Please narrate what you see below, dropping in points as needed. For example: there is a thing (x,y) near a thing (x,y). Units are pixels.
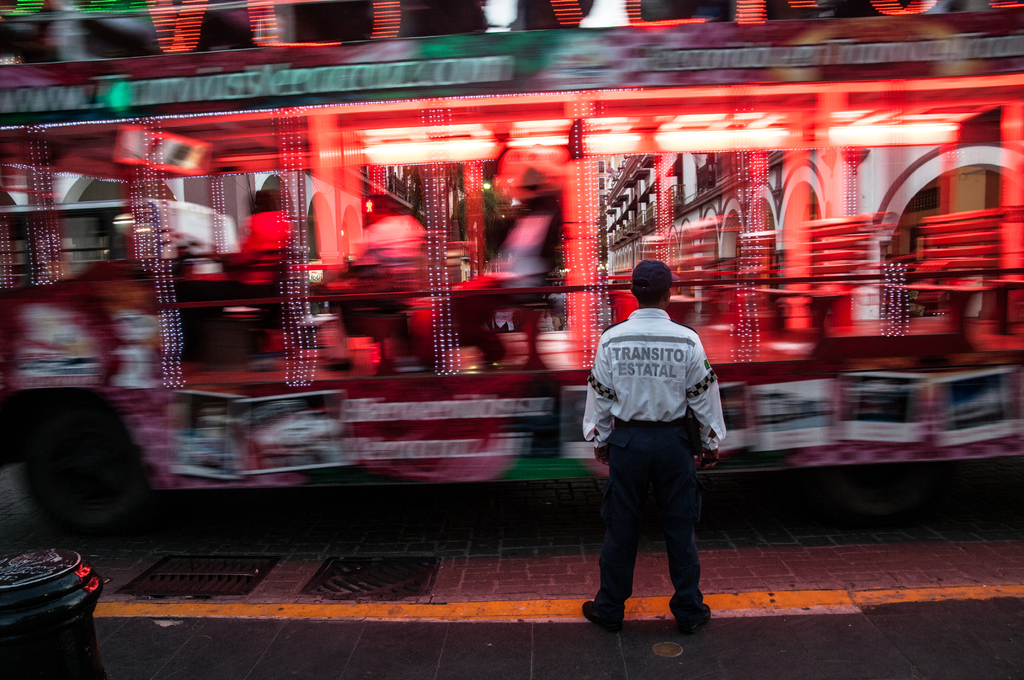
In the center of the image (618,301), we can see a bus (410,284) on the road (461,517) and in the front (640,441), we can see a person (662,432) standing and wearing cap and there is a bin (55,603).
